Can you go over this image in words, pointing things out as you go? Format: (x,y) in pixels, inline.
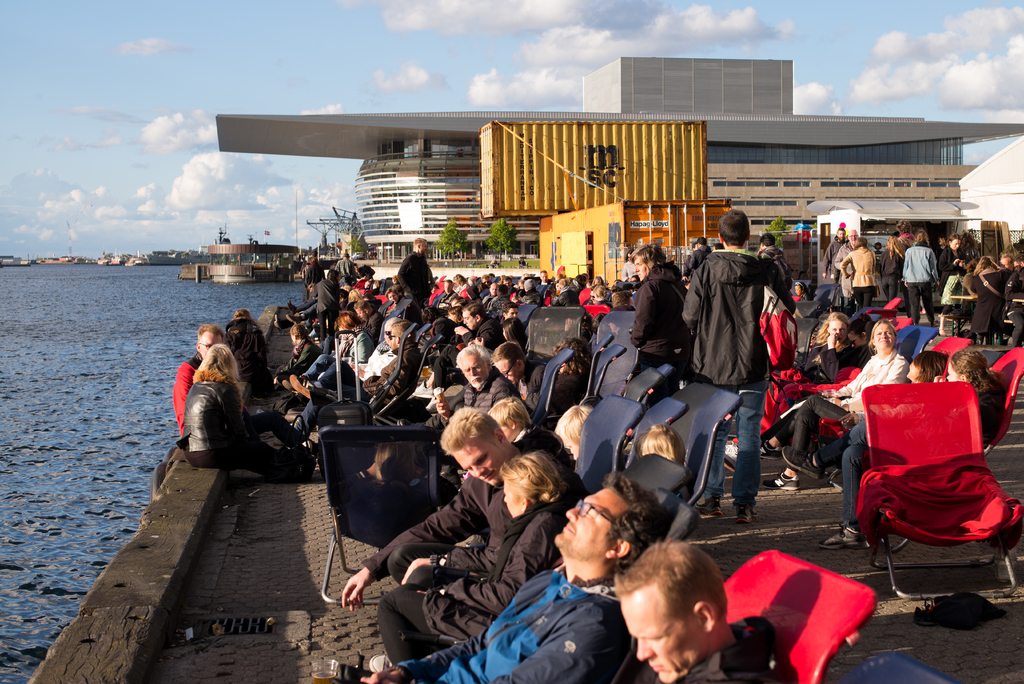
Here we can see a group of people (590,569) most of them sitting on chairs (438,502). There is container (548,242) and behind that there is building (736,159), we can see water (104,382) here. The sky (163,74) is full of clouds (159,142), yeah we can see a man (728,290) standing with a backpack (770,335).
